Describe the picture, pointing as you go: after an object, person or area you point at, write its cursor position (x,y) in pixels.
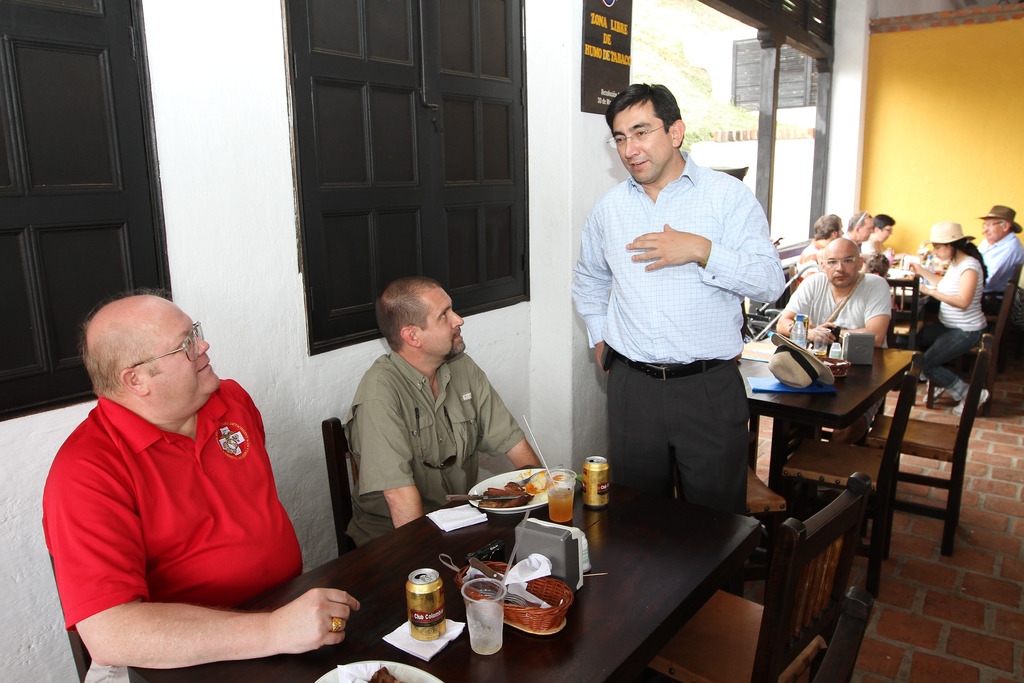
In the center (668,427) we can see one man (680,345) standing. In front (416,302), they were two persons (396,508) were sitting around the table (588,630). On table (651,548), we can see can (436,630), glass (493,641), paper (469,520), plate (527,504) and food item (541,481). In the background (847,89) there is a wall (973,128), window (426,163) and few more persons (874,311) were sitting on the chair (1001,331) around the table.
